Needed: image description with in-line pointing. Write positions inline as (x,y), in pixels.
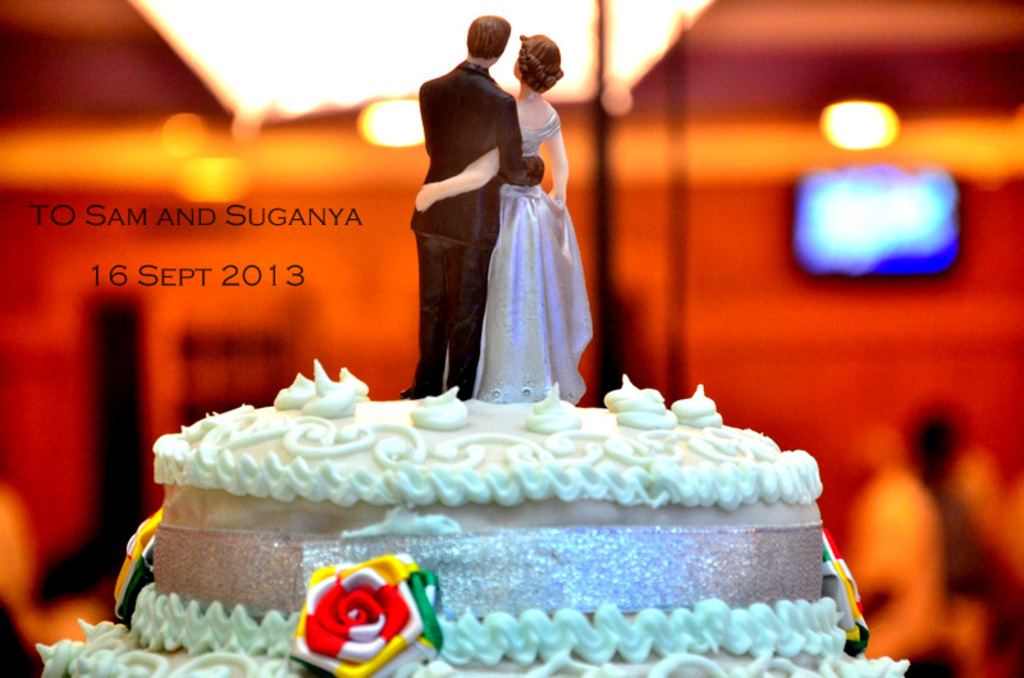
In this picture we can see there are two dolls (470,182) on the cake (430,465). Behind the cake (489,409), there is the blurred background (178,376). On the image, there is a watermark (201,271).
